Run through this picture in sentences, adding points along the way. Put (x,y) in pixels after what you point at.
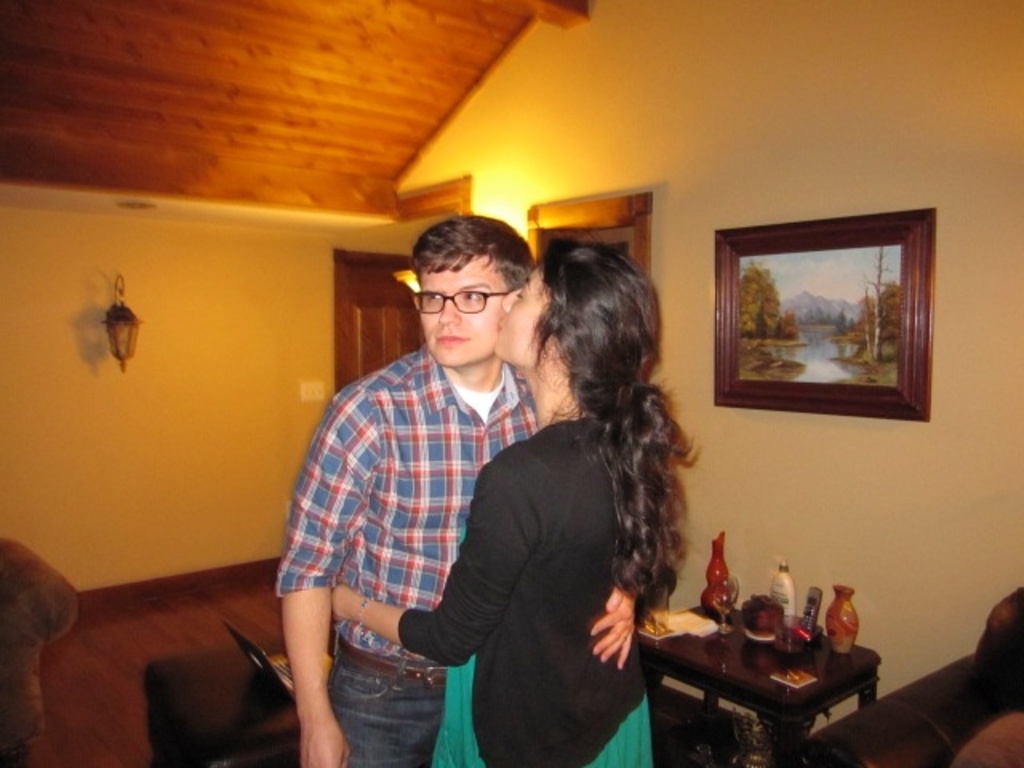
In the image we can see there are two people (475,582) who are standing and a woman (571,396) is kissing to a man (489,320) on his cheek (487,335).
